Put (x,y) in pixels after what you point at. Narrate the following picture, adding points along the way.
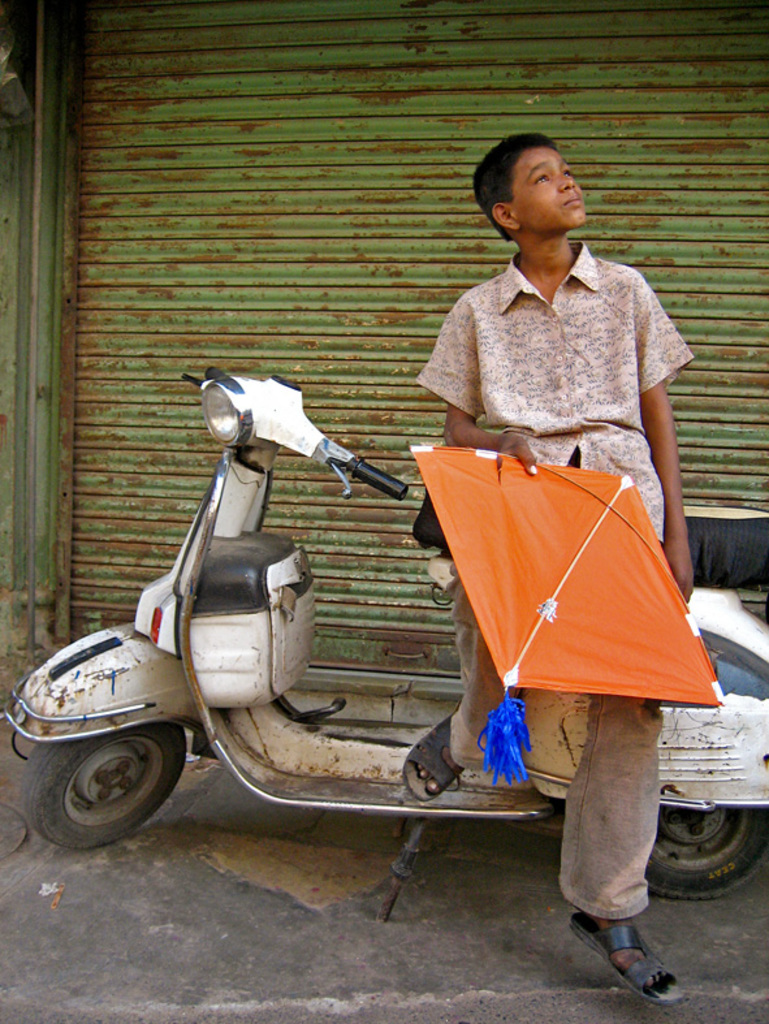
A boy (680,579) is sitting on the scooter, he is holding orange color kites (568,578) in his right hand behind him there is a shutter (396,336).
